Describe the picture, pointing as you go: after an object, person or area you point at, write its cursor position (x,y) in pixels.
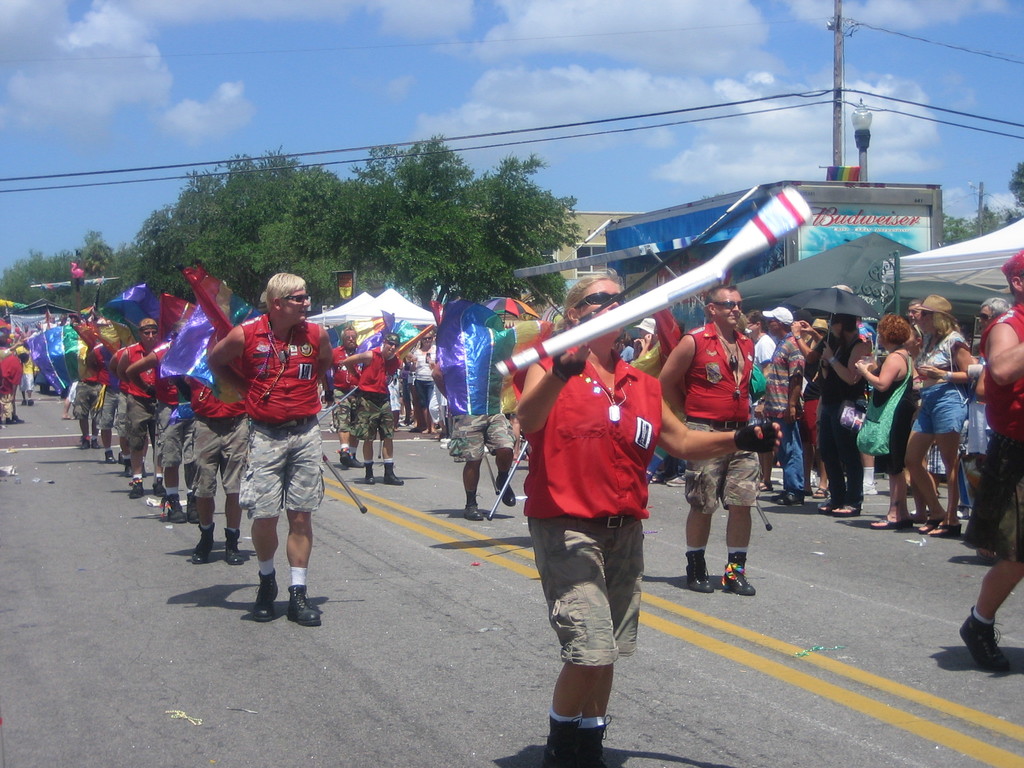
In this image there are a few people (217,414) marching down the road (652,543) while holding flags (511,404) in their hands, in the background of the image (273,229) there are trees (321,227) and buildings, at the top of the image (459,137) there are electrical cables (439,140) passing through from utility poles (838,69).
